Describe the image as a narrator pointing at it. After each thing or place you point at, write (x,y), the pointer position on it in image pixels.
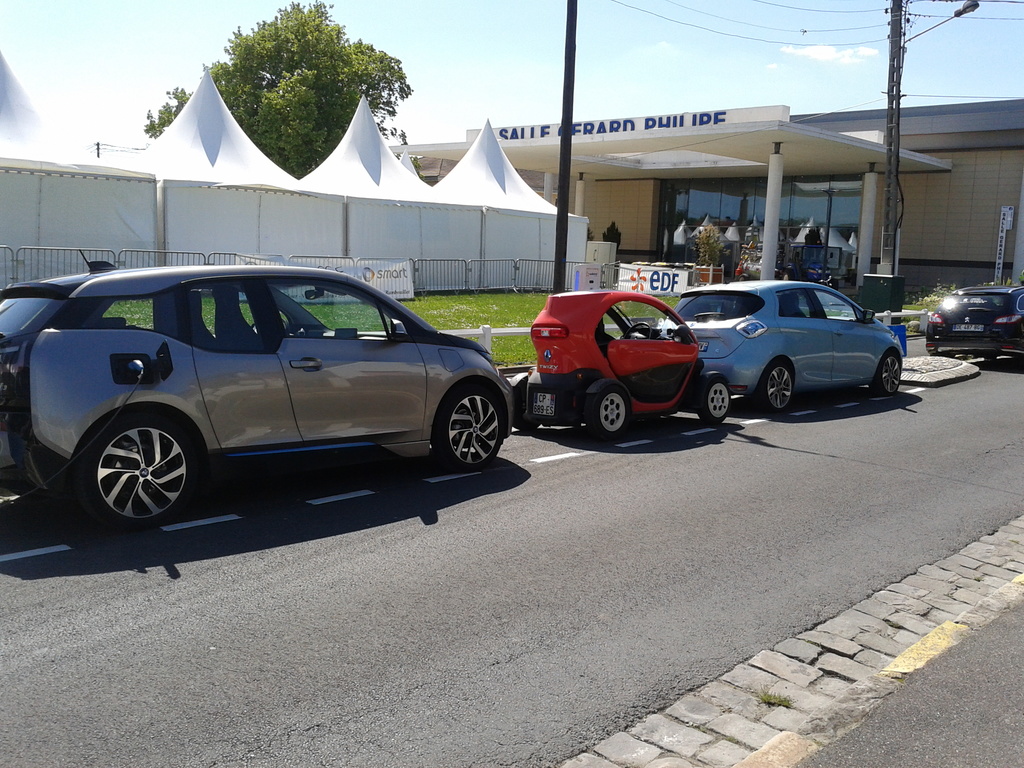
In this image there are cars (104,383) parked on the road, beside the road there is a wooden fence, behind the fence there is grass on the surface (318,301). In the background of the image (497,266) there is a metal rod fence (455,269), on the fence (504,283) there are banners (635,282), behind the banners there are tents (362,185) and trees (316,143). Behind the tents (447,213) there are buildings (768,110) and electric poles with cables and lamps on it.
